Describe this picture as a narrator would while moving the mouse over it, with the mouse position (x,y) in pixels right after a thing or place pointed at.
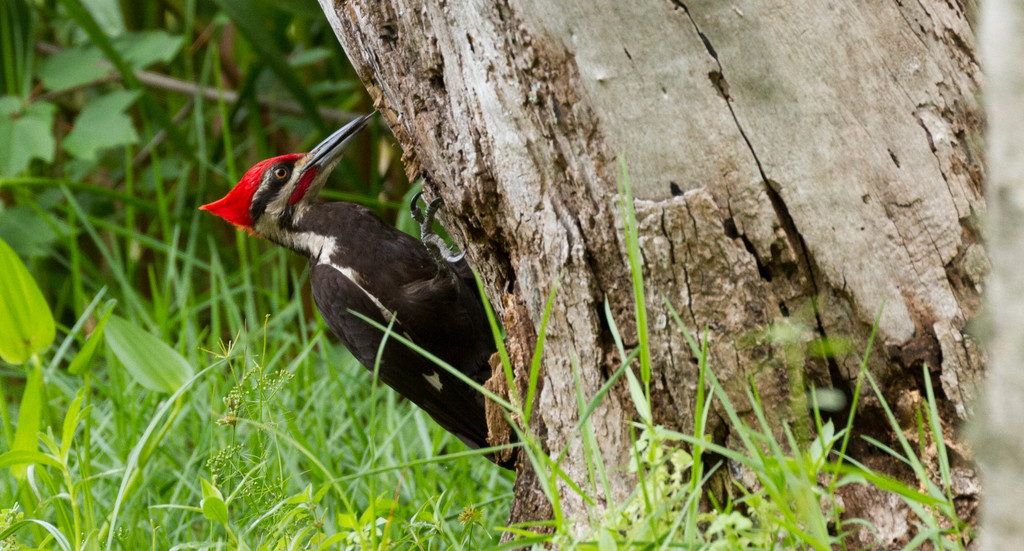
In this image we can see a woodpecker (335,279) on a truncated tree (568,317). At the bottom (234,391) we can see plants (228,466) and grass (248,325) on the ground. On the left side (116,140) there are plants (96,197) on the ground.
